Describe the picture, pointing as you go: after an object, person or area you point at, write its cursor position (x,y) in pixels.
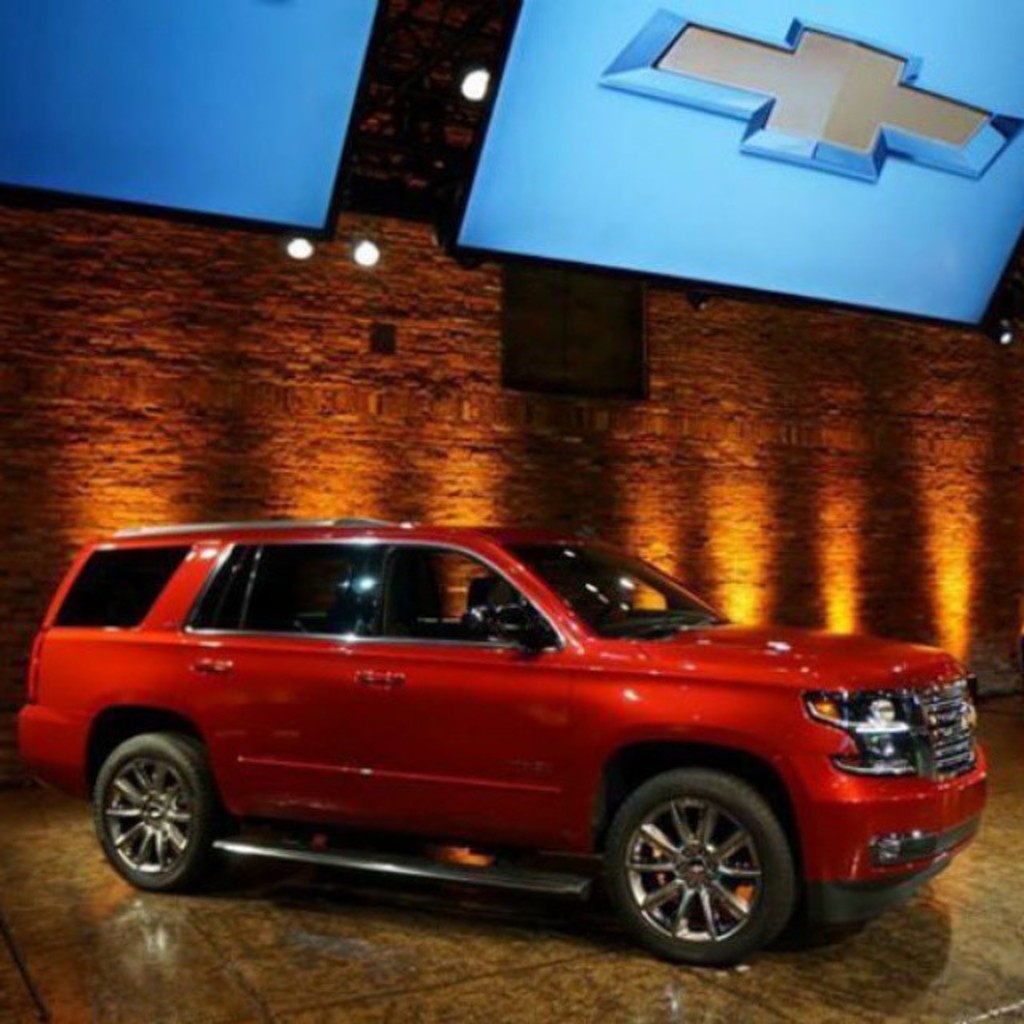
In this image in the center (494,661) there is one car (734,737) and in the background (721,473) there is a wall (159,448), at the bottom (249,917) there is a floor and on the top (221,143) there are two televisions (330,195).
